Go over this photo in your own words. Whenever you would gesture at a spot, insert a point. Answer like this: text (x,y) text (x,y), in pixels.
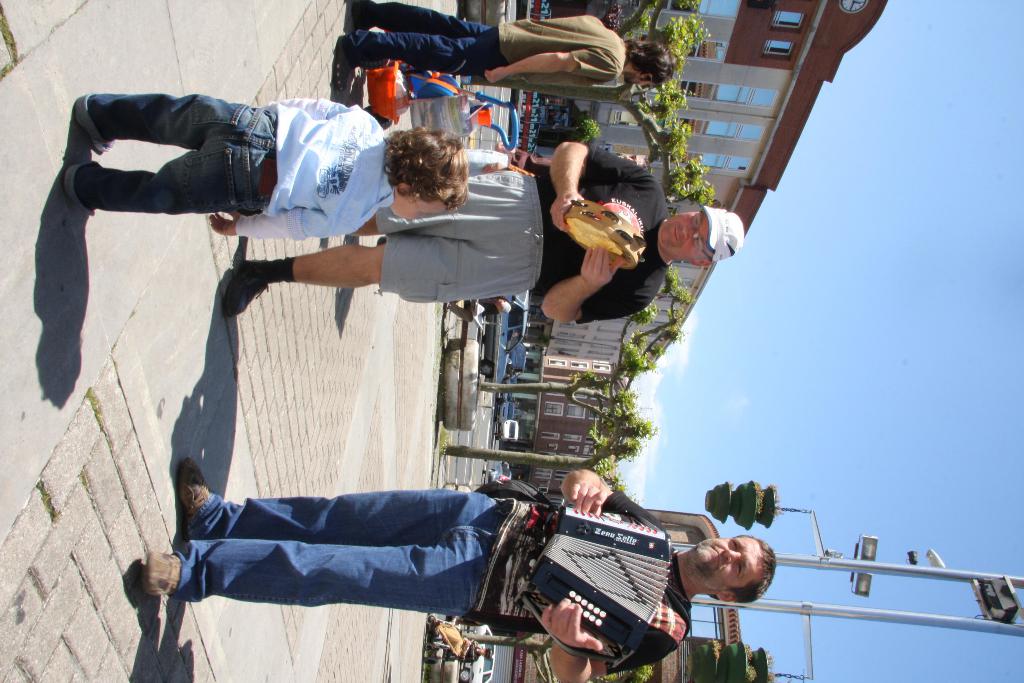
It is a tilted image, on a street (328,5) a person (640,518) is playing a music instrument (545,578) and there is a baby (296,195) standing in front of the person (473,223) and beside the footpath (415,392) there few are vehicles (504,396) moving on the road (480,415) and on the other side of the footpath (37,307) there are some trees (693,39) and buildings (716,66).
